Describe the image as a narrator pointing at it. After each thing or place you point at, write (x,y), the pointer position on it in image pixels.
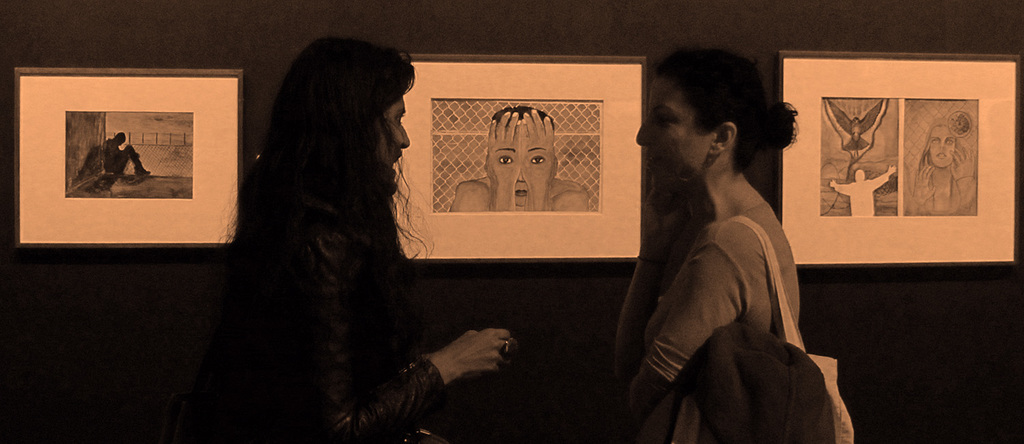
This image looks like a black and white image, where we can see there are two women (344,413) standing and one among them is wearing a bag (740,219), behind them there drawings (932,185) of people (505,134) on the wall (890,276).
